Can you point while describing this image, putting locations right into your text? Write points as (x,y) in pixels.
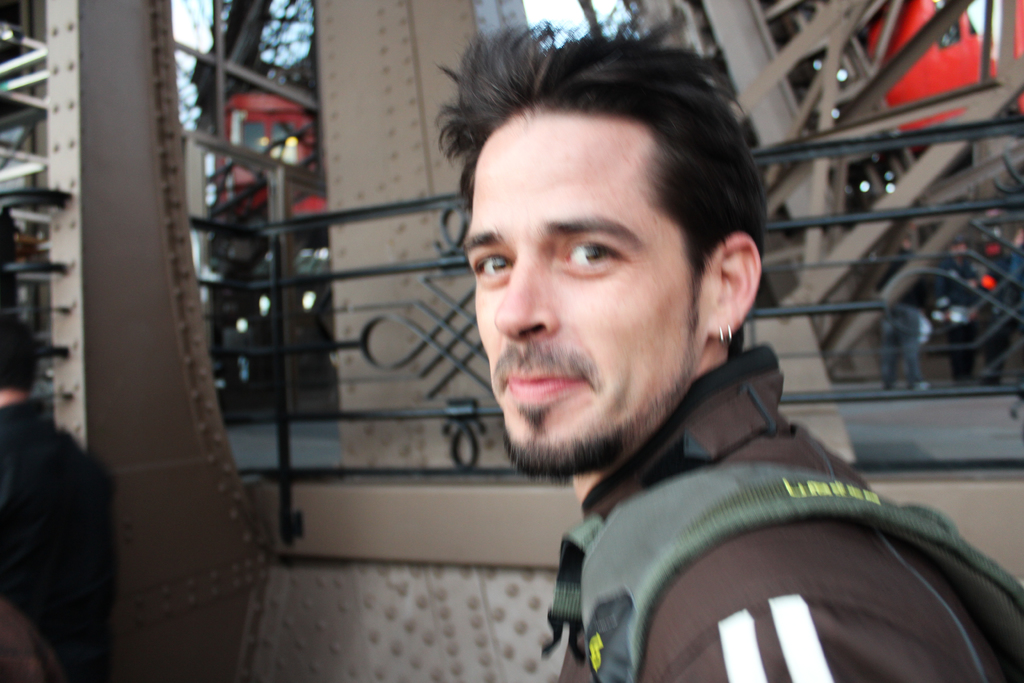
In this image I can see two people (523,382) and I can see one person (604,507) with the bag (606,545). In the background (353,324) I can see the railing (334,223) and few objects (297,151). I can also see the sky (540,14) in the back (562,14).
